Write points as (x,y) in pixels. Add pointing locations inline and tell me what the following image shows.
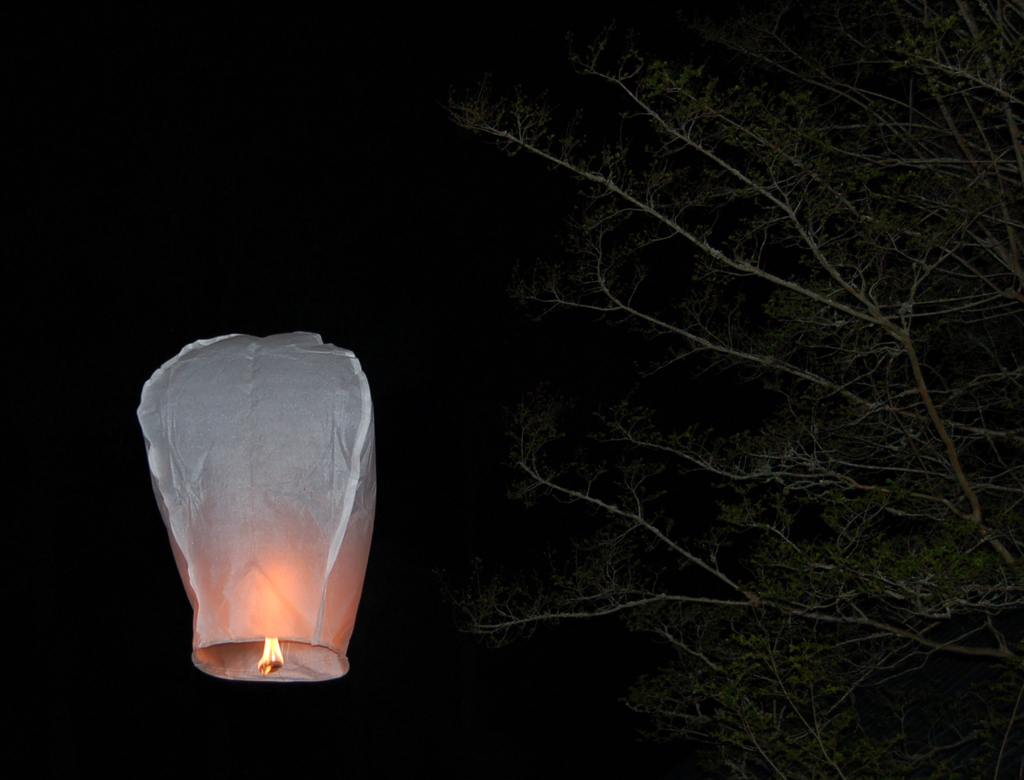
In this picture we can see a lantern (337,652) in the air, trees (856,286) and in the background (297,167) it is dark.
